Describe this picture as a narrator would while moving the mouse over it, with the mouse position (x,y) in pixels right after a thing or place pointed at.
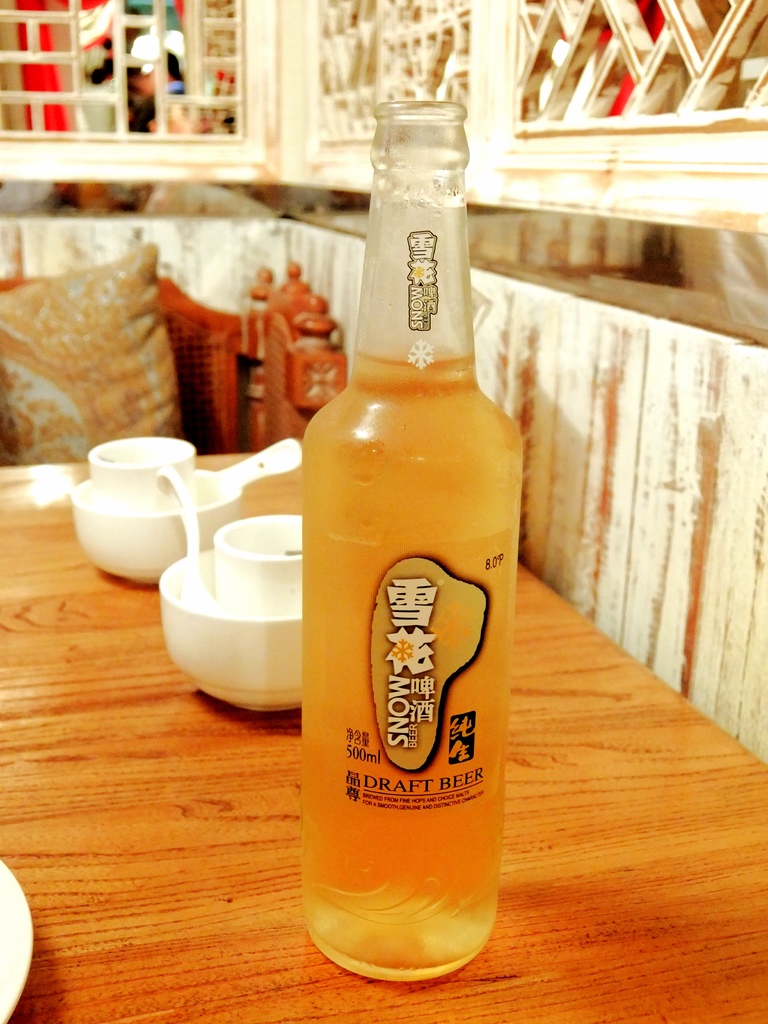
In this image I can see a bottle (324,494) and two cups (162,504). I can also see a cushion (136,355) on this chair (186,386).
